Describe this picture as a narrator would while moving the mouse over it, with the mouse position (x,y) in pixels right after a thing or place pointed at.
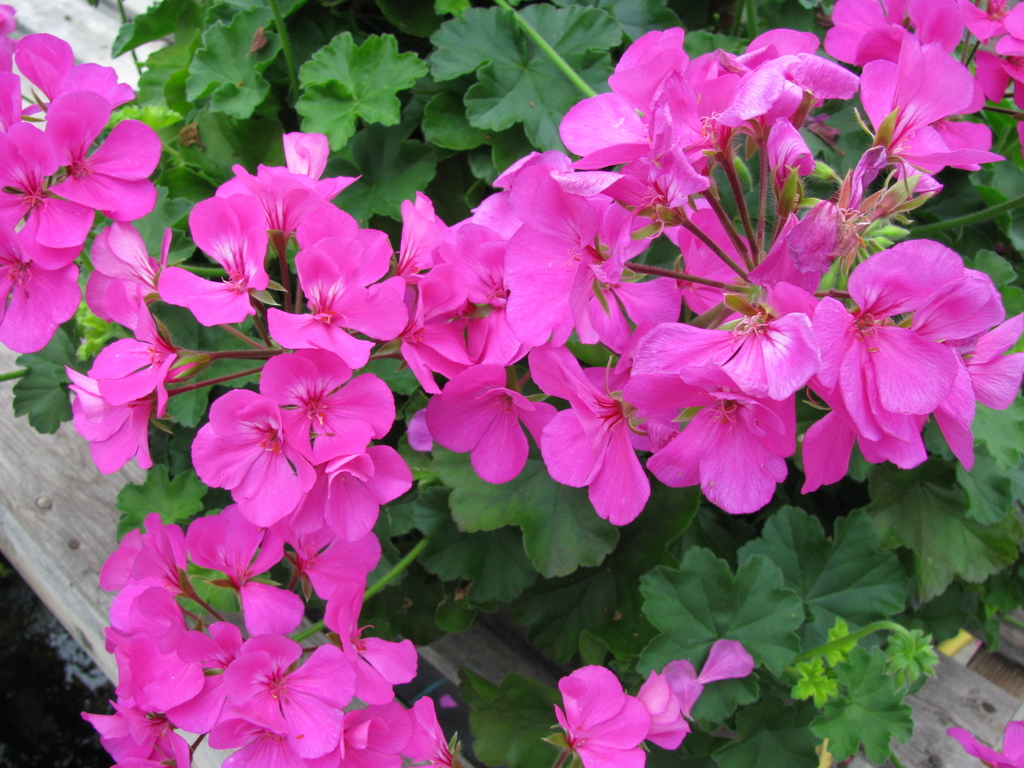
In the picture we can see some plants (835,631) and flowers (361,283) to it, the flowers (660,739) are pink in color, and beside it we can see a wooden plank (21,482).
